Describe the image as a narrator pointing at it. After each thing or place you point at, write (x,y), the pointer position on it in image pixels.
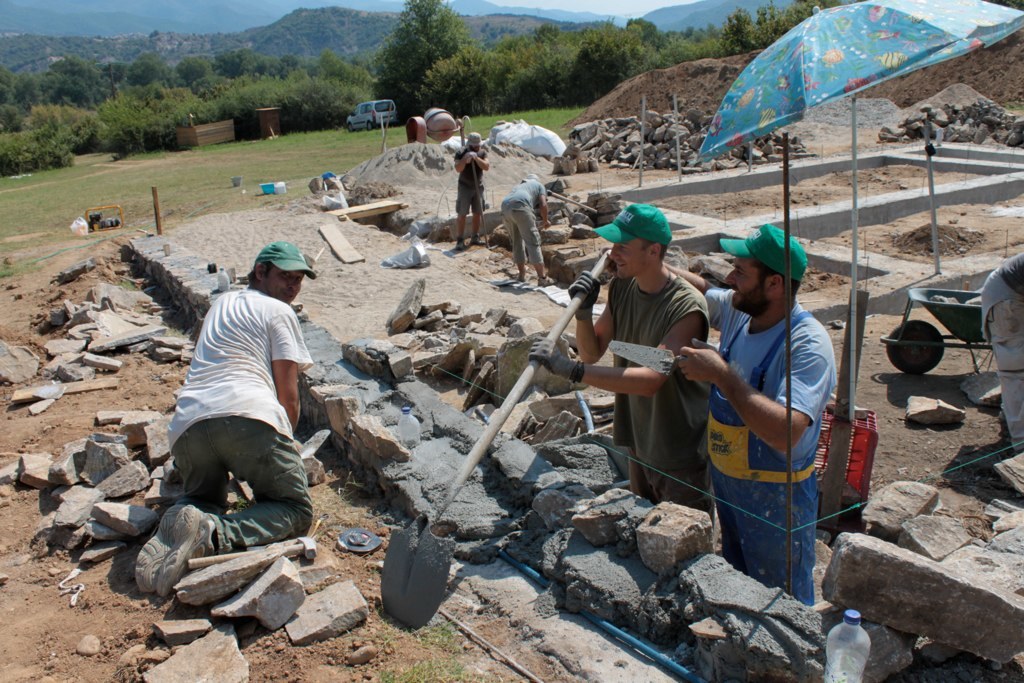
In the foreground (457,372), I can see a group of people (274,433) are holding some objects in their hand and I can see stones (923,413), mud (866,404), some objects (894,355) and an umbrella hut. In the background (303,153), I can see grass (303,138), a car (364,120), houses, trees (147,107), mountains (520,27) and the sky (544,1). This image is taken, maybe during a day.
